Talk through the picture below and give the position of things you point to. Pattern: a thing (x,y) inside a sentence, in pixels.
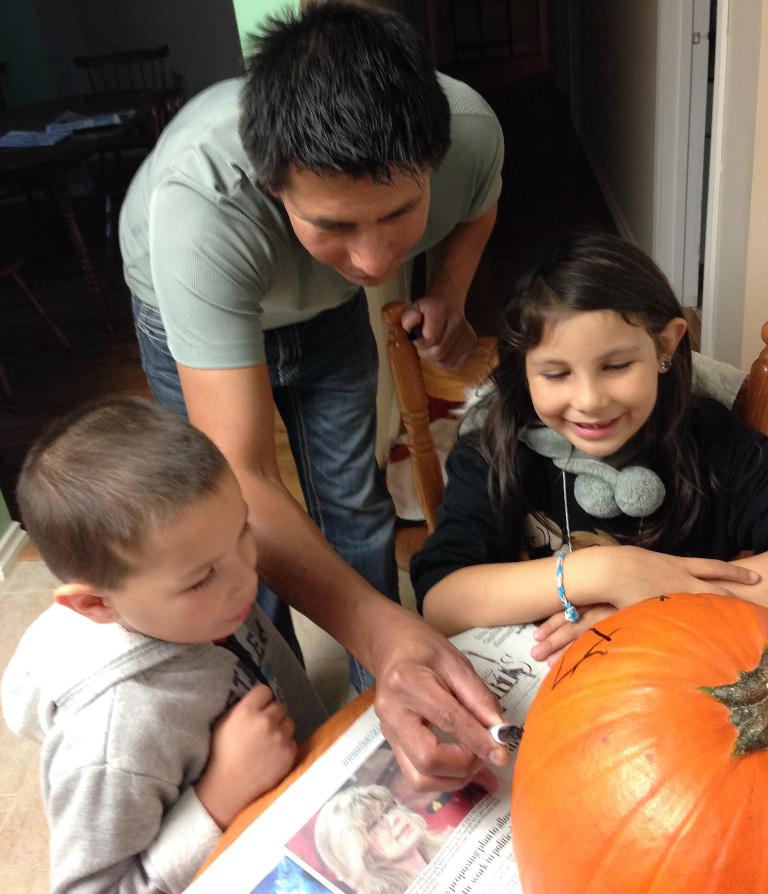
The man (272,278) in the grey T-shirt (272,325) and blue jeans (304,477) is drawing on the pumpkin (549,732). Beside him, we see a girl (718,416) and the boy (41,741) are sitting on the chairs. The girl (707,417) is smiling. In front of them, we see a table (261,811) on which newspaper (427,798) and pumpkin (566,818) are placed. Behind them, we see a white door (684,167) and in the background (54,158), it is black in color. This picture is clicked inside the room (280,456).
